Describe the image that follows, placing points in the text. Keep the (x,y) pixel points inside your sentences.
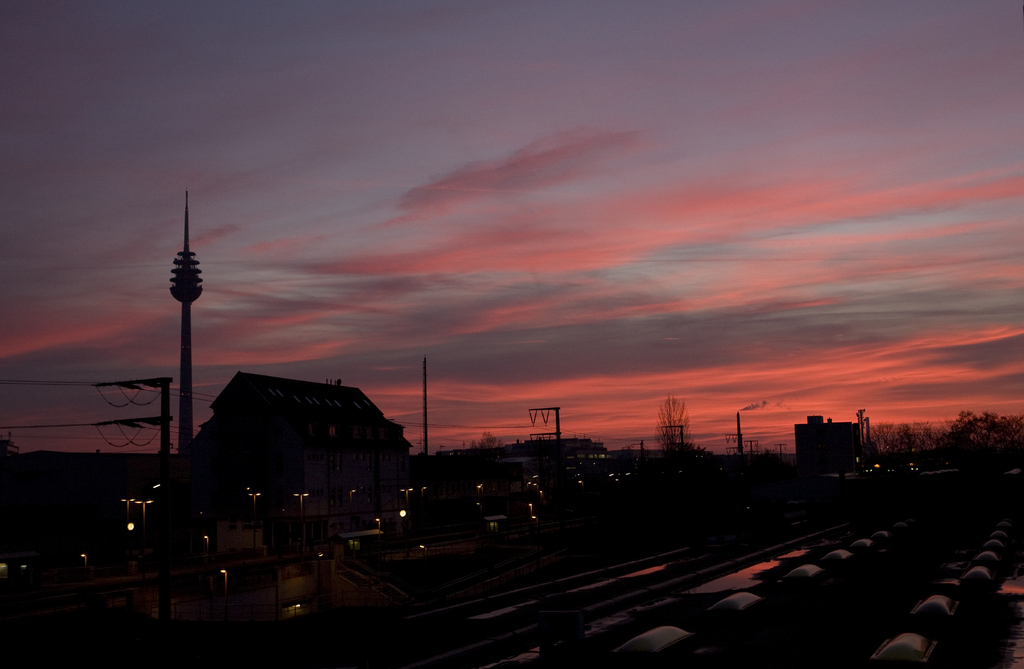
In this image we can see buildings (284,476). There are lights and electric poles (162,432) with wires (142,421). Also there are trees (892,439). And there is a pillar (187,300). In the background (531,231) there is sky (521,261) with clouds (648,190). And the image is looking dark at the bottom (354,543).
